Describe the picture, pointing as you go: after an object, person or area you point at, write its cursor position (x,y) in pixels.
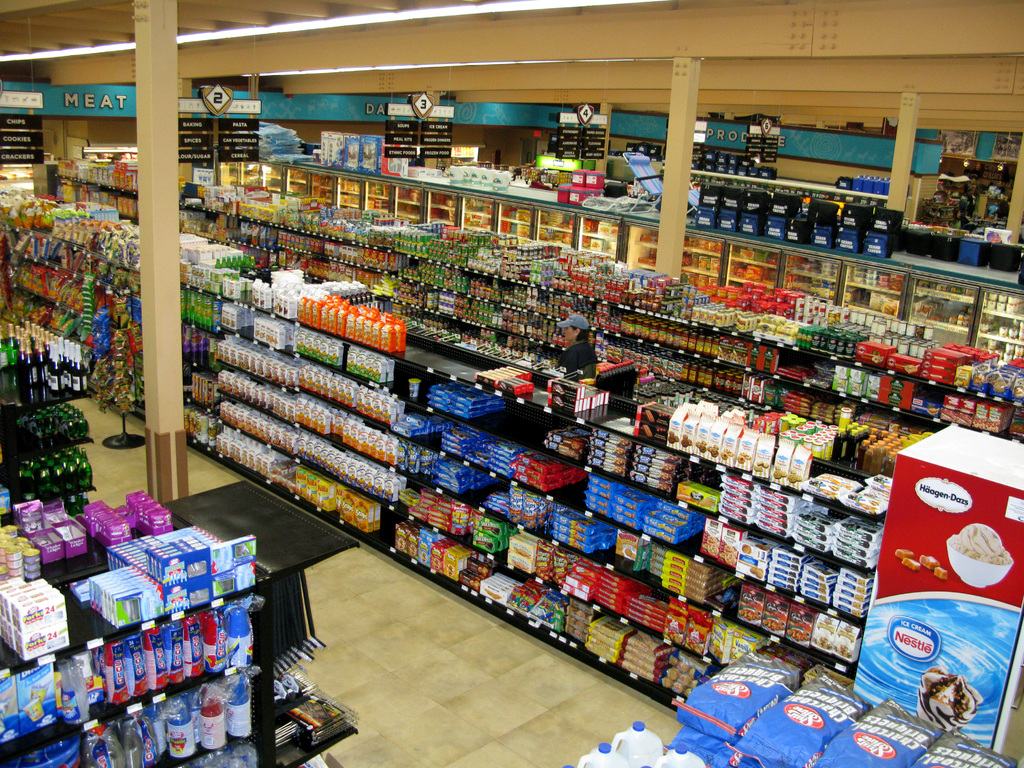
This is a picture of a super market (626,417). Here we can see all the groceries (892,324) in particular racks (647,317) and we can see one person (577,348) wearing a blue cap (578,327). Here this is a ceiling roof (368,43). These are the number boards (590,132).
